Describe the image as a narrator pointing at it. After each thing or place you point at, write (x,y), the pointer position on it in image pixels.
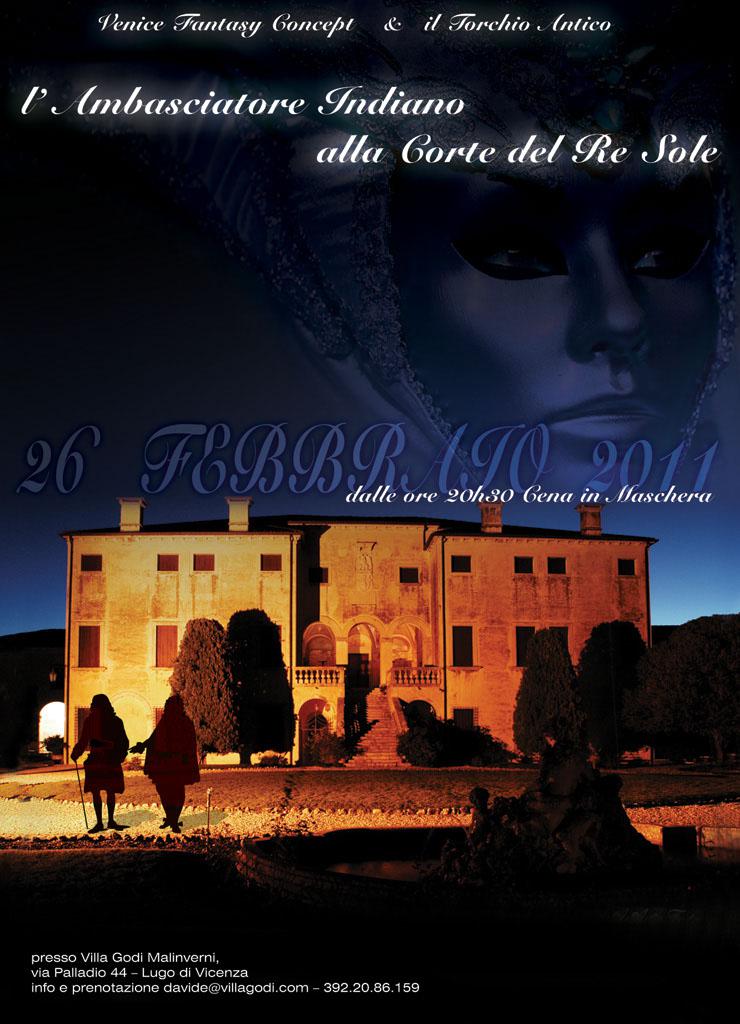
This is a poster having an animated image and texts (47,96). In this image, we can see there are persons (596,367), trees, a mountain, a building (98,557) and the sky (135,493).
